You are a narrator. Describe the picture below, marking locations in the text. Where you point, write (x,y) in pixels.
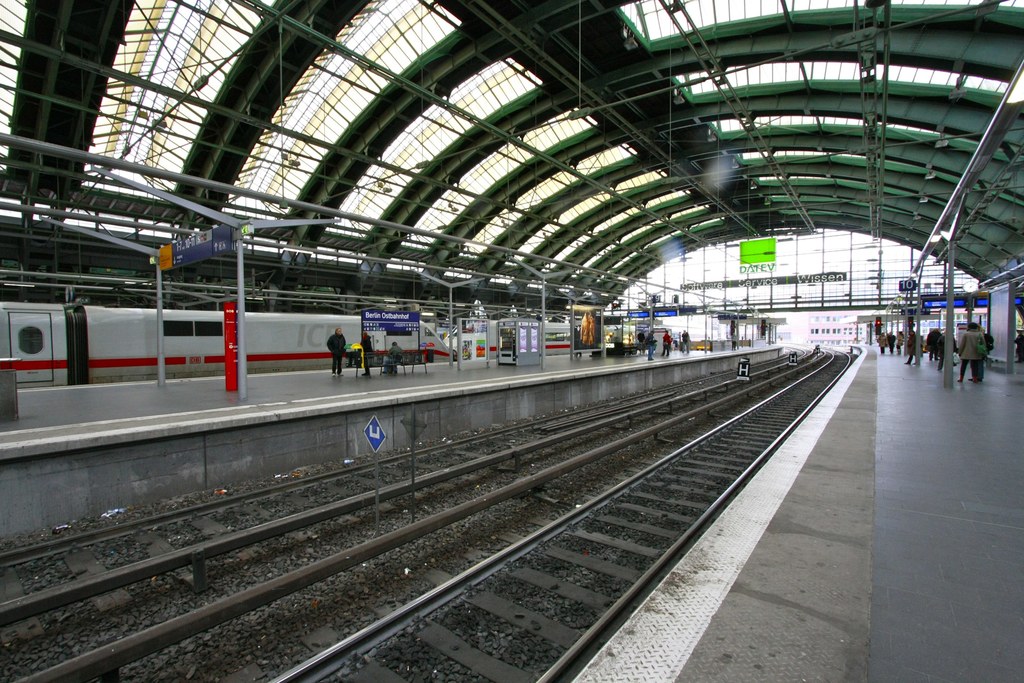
In this image it seems like it is an railway station (627,473). In the middle (638,442) there are railway tracks (519,588) and there are platforms (392,442) on either side of the track (514,596). At the top (430,79) there is covering (739,53). On the platform (938,389) there are few people (962,335) walking on it. On the left side (126,395) there is a platform (110,393) on which there are hoardings (405,326) and iron pillars (648,329).
